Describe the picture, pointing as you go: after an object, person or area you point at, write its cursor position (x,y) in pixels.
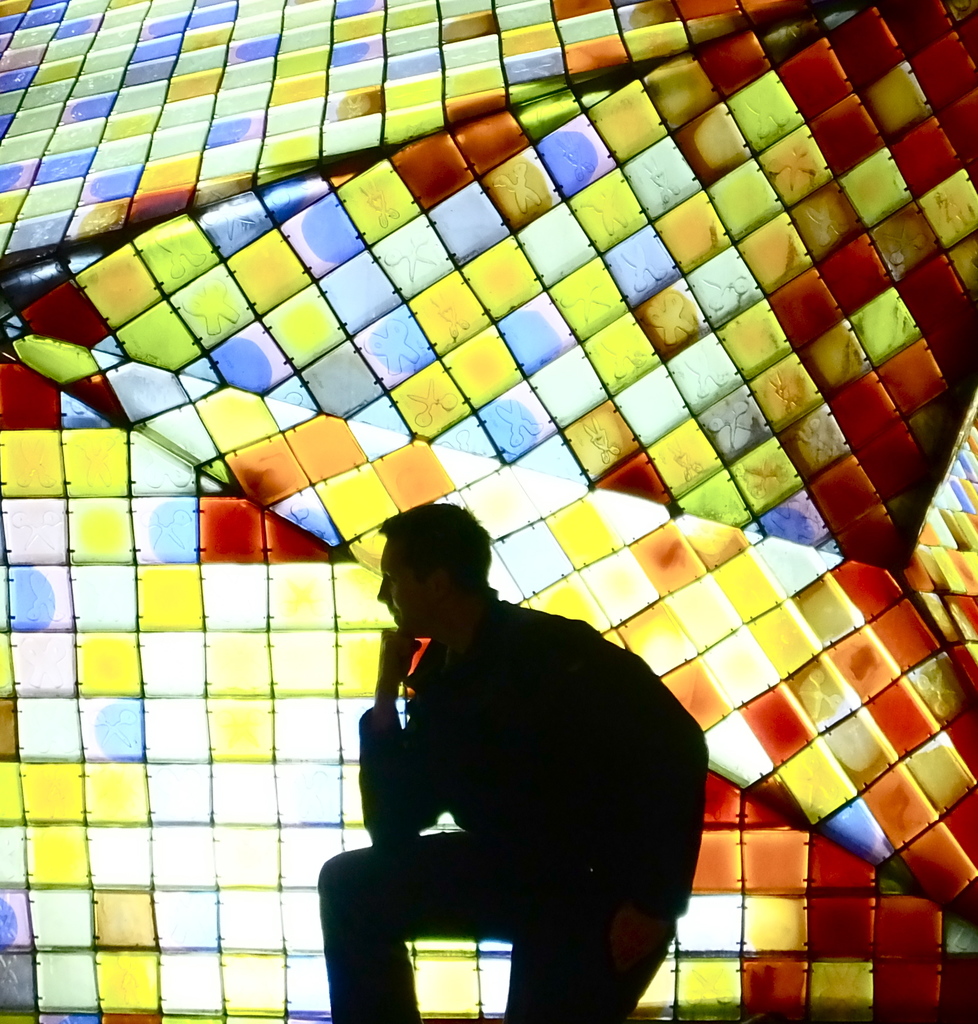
In the foreground of this image (623,950), there is a man (630,899) sitting. Behind him, there is a 3D painting glass wall (334,353).
